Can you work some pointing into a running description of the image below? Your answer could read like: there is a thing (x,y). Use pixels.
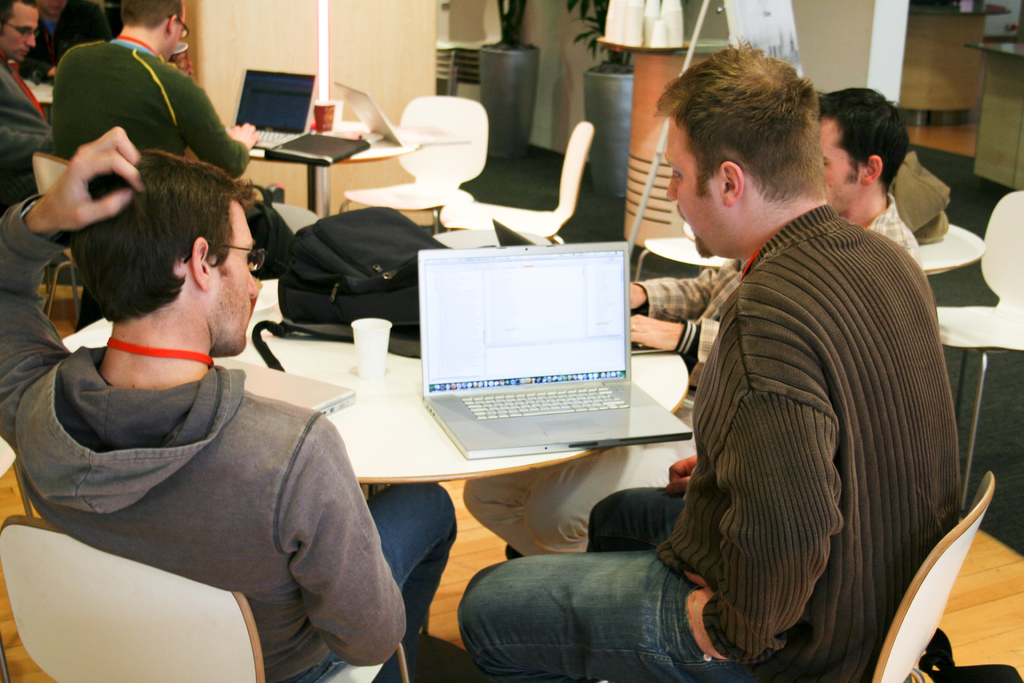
There are so many men (53,229) sitting in a room (591,209) in front of table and operating laptop (521,446). There are few backpacks (405,302) on table (360,385).
